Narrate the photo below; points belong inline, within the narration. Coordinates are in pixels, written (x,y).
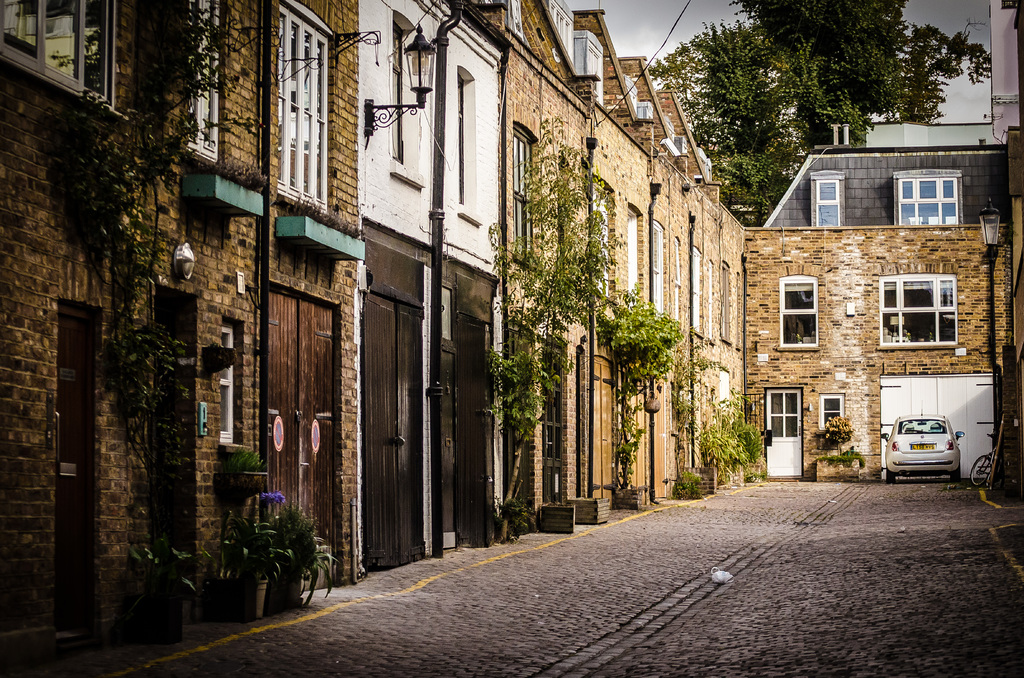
In the picture we can see a path (790,583), beside it, we can see buildings (584,490) and in windows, doors (454,516) and glass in it and near it, we can see some plants (529,501) and poles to it and in the background (935,148), we can see a house building (969,168) with windows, doors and a white color door (798,467) and front of it we can see a car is parked and behind the building (859,339) we can see a tree (728,137) and a sky (643,24).
